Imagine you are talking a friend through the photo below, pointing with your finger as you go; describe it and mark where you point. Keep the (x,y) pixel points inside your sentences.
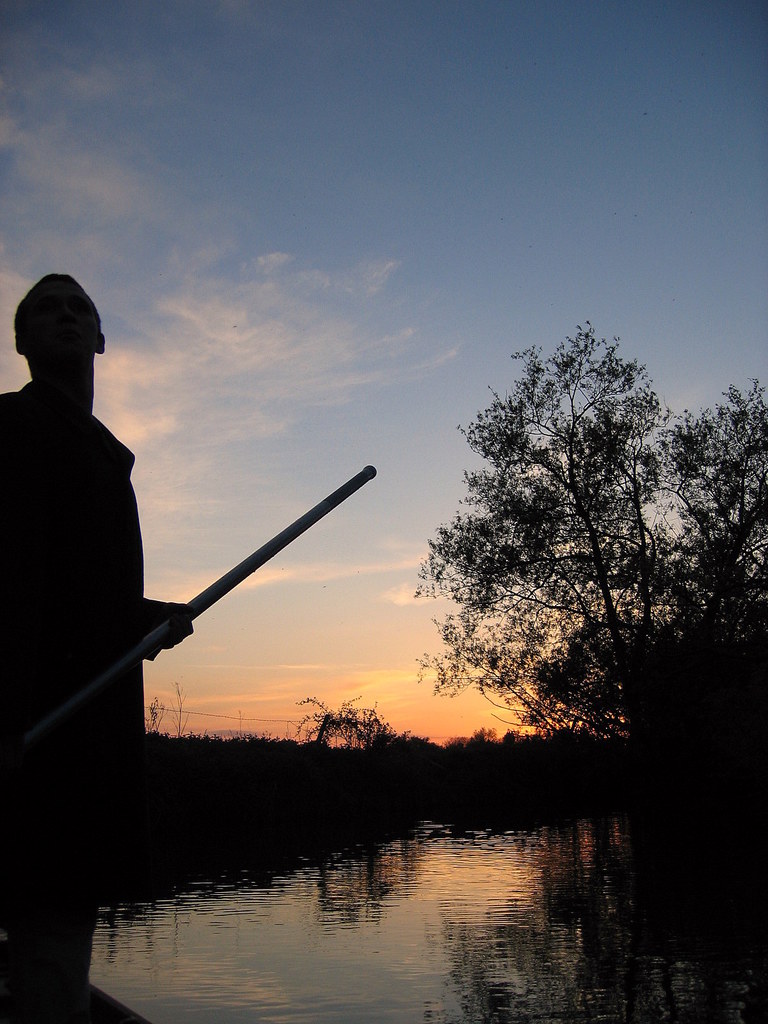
There is a person (92,545) standing and holding stick (122,661) and we can see water (458,839), trees (594,750) and sky (259,407) with clouds (244,393).
